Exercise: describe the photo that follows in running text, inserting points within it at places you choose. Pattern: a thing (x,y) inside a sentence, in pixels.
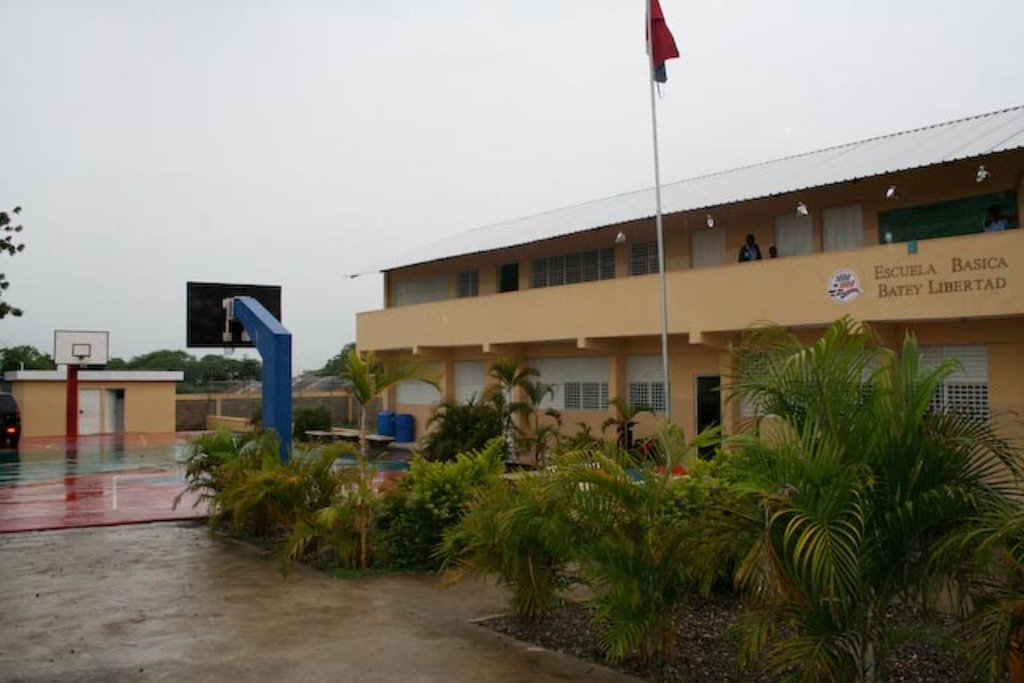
In the image there is a building (656,253) and in front of the building (675,253) there is a basketball court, plants (477,448) and a flag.
